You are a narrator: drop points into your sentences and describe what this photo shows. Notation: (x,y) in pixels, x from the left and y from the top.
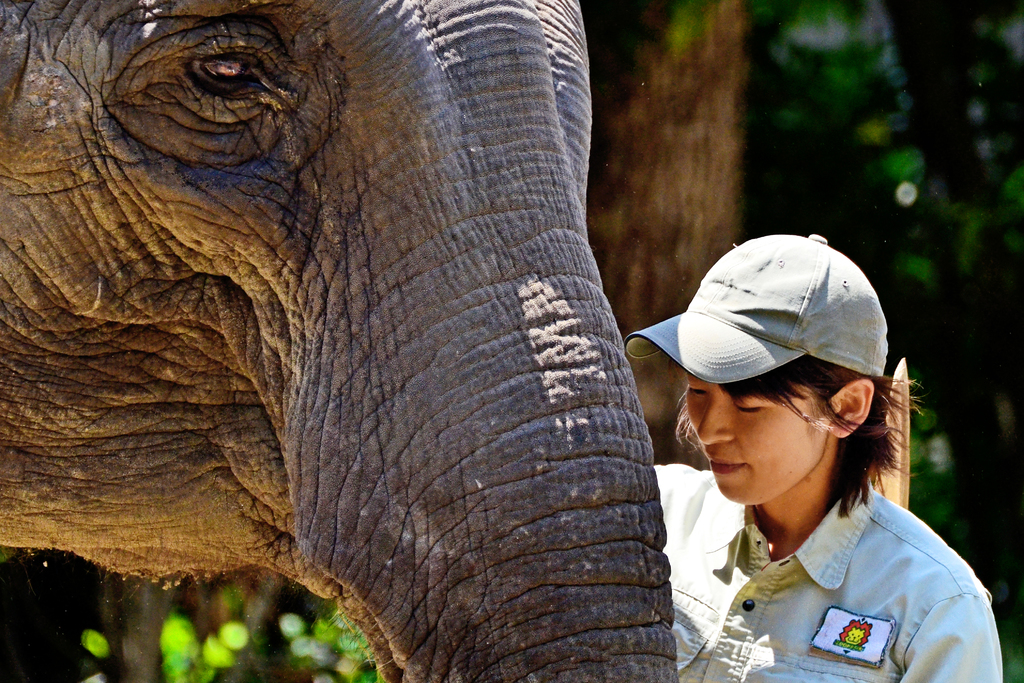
A girl (743,610) is standing beside an elephant (488,228).
